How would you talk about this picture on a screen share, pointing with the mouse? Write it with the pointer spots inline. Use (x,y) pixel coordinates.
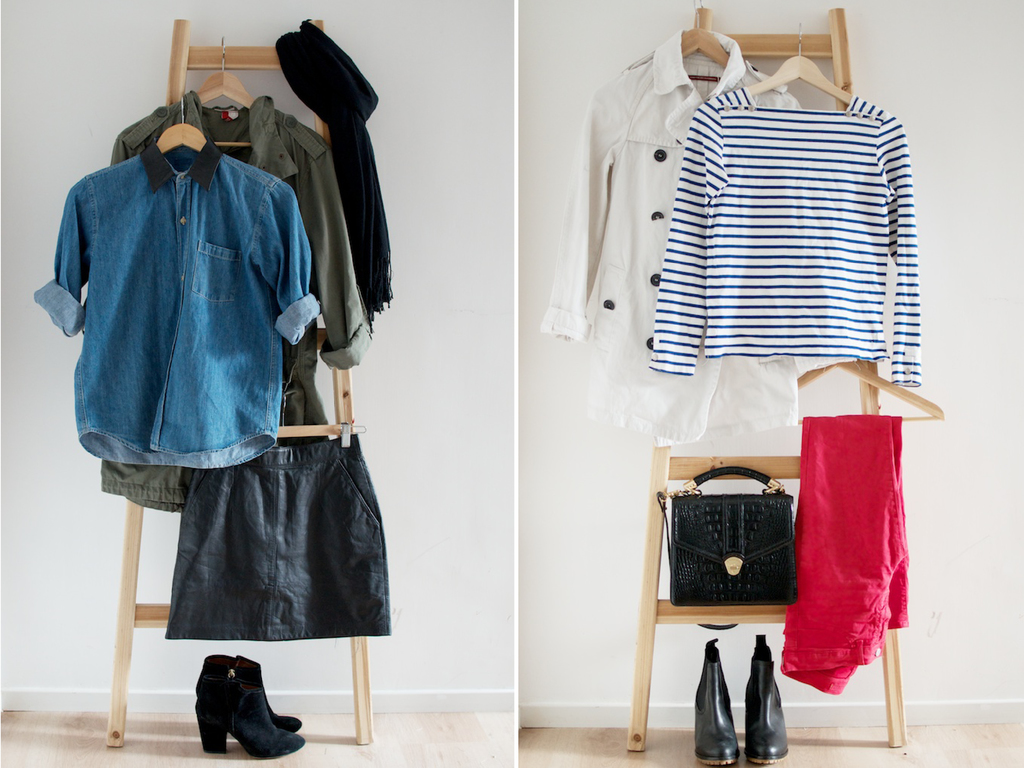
In this image, few clothes (851,211) are hanging to the wooden poles (785,53). Blue color, ash color, t shirt (745,262), shirt (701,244), bag (701,528), red, boots (715,678), skirt (304,608). And back side, white color wall (53,561). Bottom floor (59,749).
